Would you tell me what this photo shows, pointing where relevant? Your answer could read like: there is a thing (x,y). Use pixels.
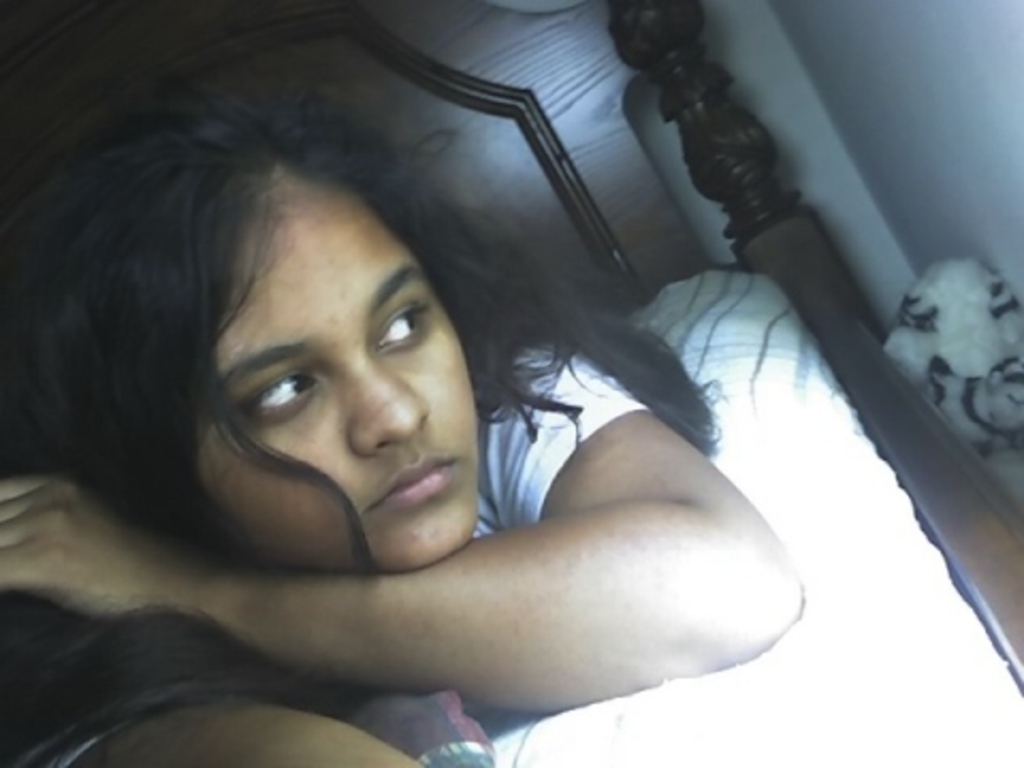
a person (478,666) is lying on a bed (705,675), wearing white t shirt (526,446). there is white bed-sheet (792,535) on the bed (758,426) and behind the bed (758,454) there is white wall (875,190).
